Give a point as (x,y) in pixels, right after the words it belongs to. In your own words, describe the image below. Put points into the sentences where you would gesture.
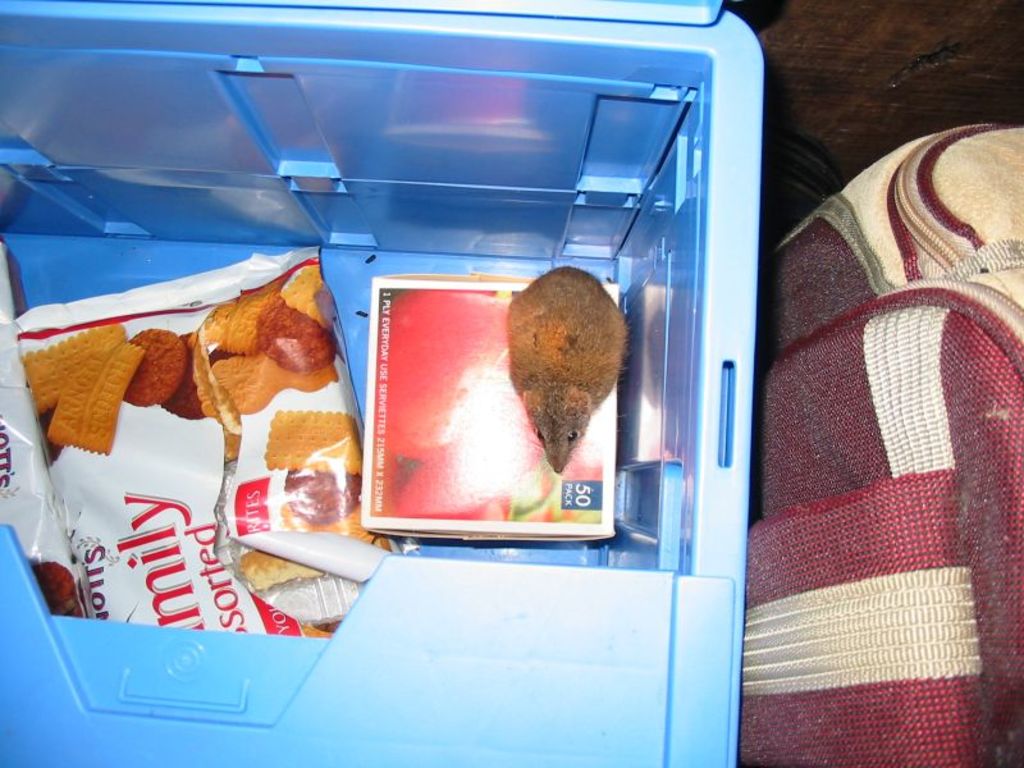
On the left of this picture (223,22) we can see an object (59,713) which seems to be a plastic crate (756,291) containing the packets (129,407) of food items (227,426) and a box (500,360) on which we can see an animal (576,345). On the right (953,283) there is an object (895,511) which seems to be the bag (903,394).
